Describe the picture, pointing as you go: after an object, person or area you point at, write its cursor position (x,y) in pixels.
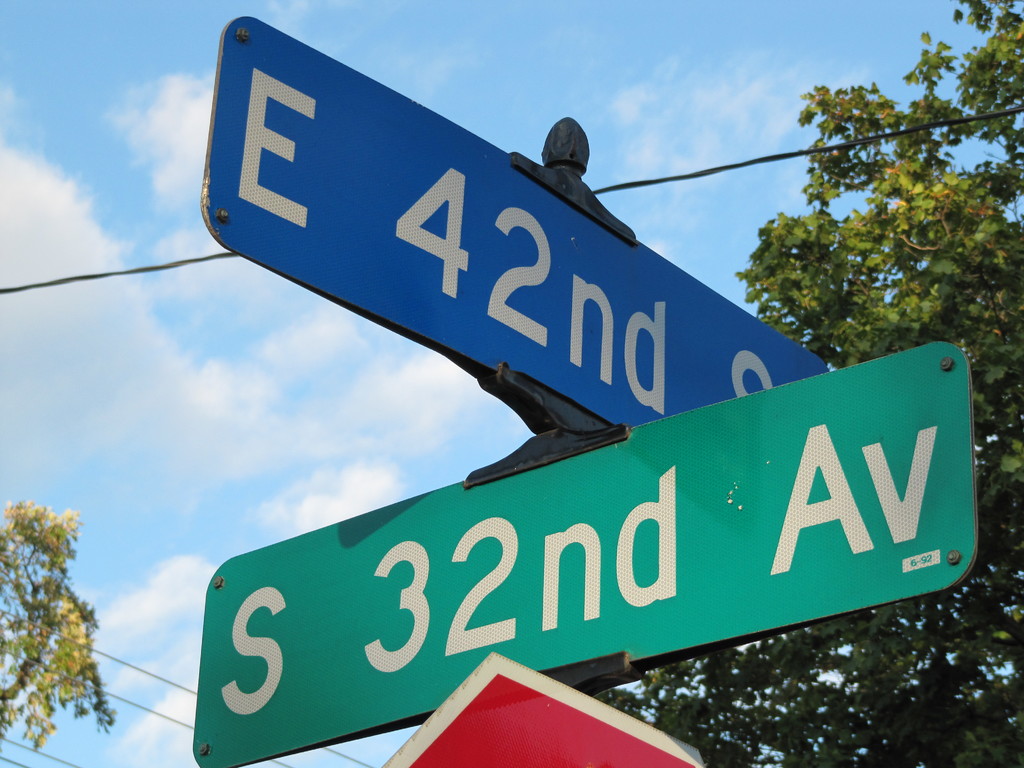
In the foreground of the image (535,202) we can see three sign boards (572,350). In the background (758,714), we can see a group of trees (796,653), cables (81,647) and cloudy sky (226,377).
